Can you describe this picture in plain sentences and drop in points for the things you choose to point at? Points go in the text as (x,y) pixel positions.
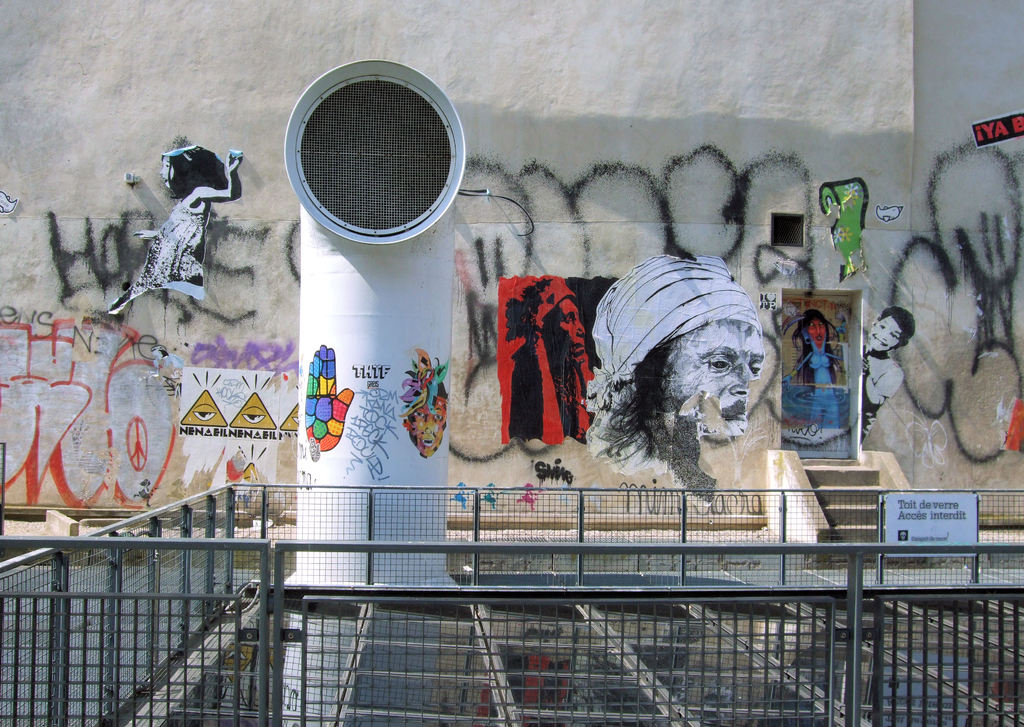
In this image in the foreground (413,298) there is a pipe (403,381), and at the bottom (273,587) there are some grills (439,617) and walkway (640,676) and there is a board (935,528) and railing (369,487). And in the background (896,122) there is a wall (997,374), on the wall (950,324) there are some posters (843,339) and graffiti (19,416) and there is a staircase (811,460) and walkway (453,571).
